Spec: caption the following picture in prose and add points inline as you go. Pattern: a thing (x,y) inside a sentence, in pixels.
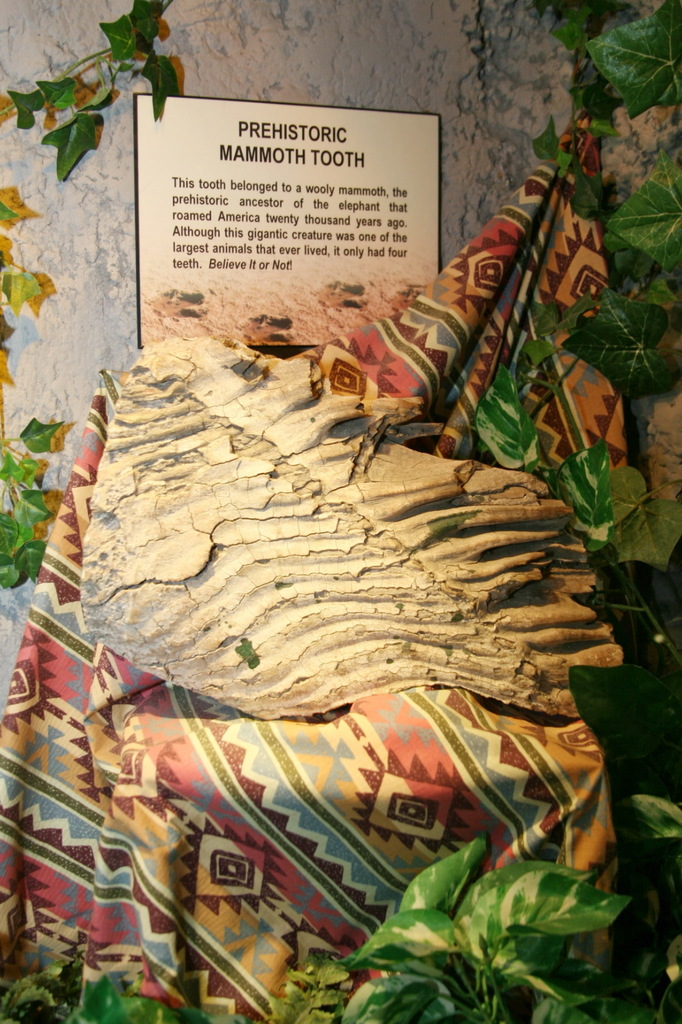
In this image we can see an object (191,449) on the cloth (363,796), beside that we can see the leaves (526,932), And we can see text (181,234) written on the board (193,228). And we can see the wall (251,35) in the background (514,54).
